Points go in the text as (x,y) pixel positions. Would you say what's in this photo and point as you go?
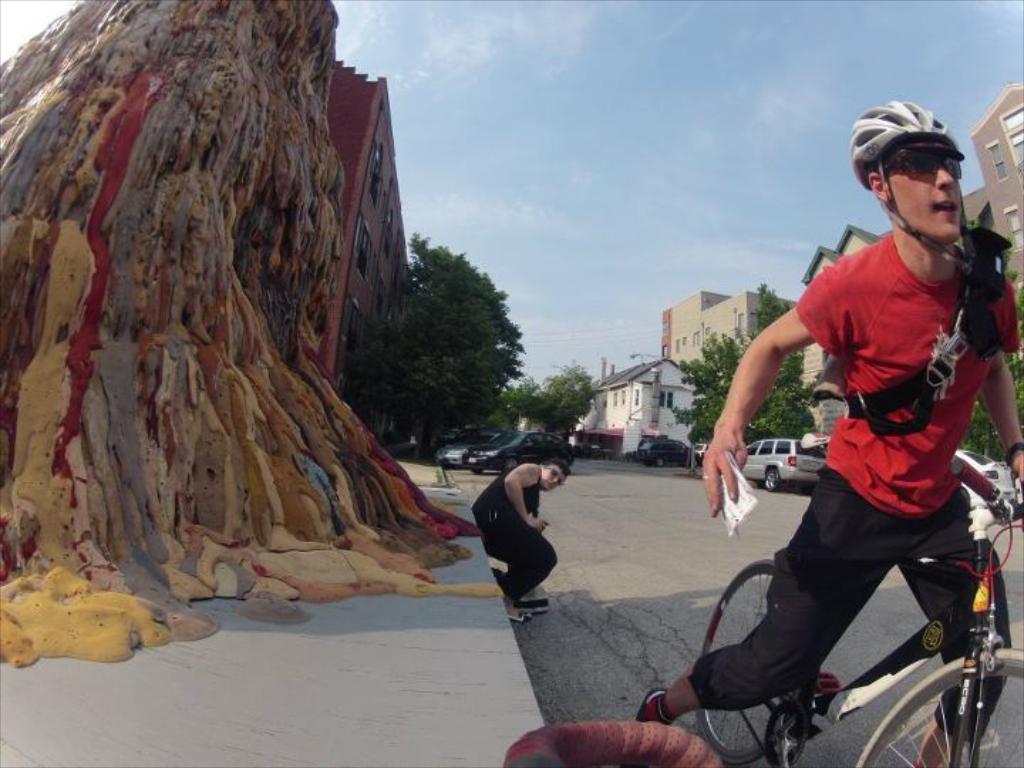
At the top (709,111) we can see sky (654,103) with cloud (361,10). Across the road (656,602) we can see vehicles (659,448) parked near to the buildings (688,343). These are trees (467,345). Here we can one person (490,541) in a squat position on the road (606,597). We can see one man (955,426) wearing red shirt (896,342) wearing goggles (931,178), helmet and riding a bicycle (977,628) on the road (704,564).
